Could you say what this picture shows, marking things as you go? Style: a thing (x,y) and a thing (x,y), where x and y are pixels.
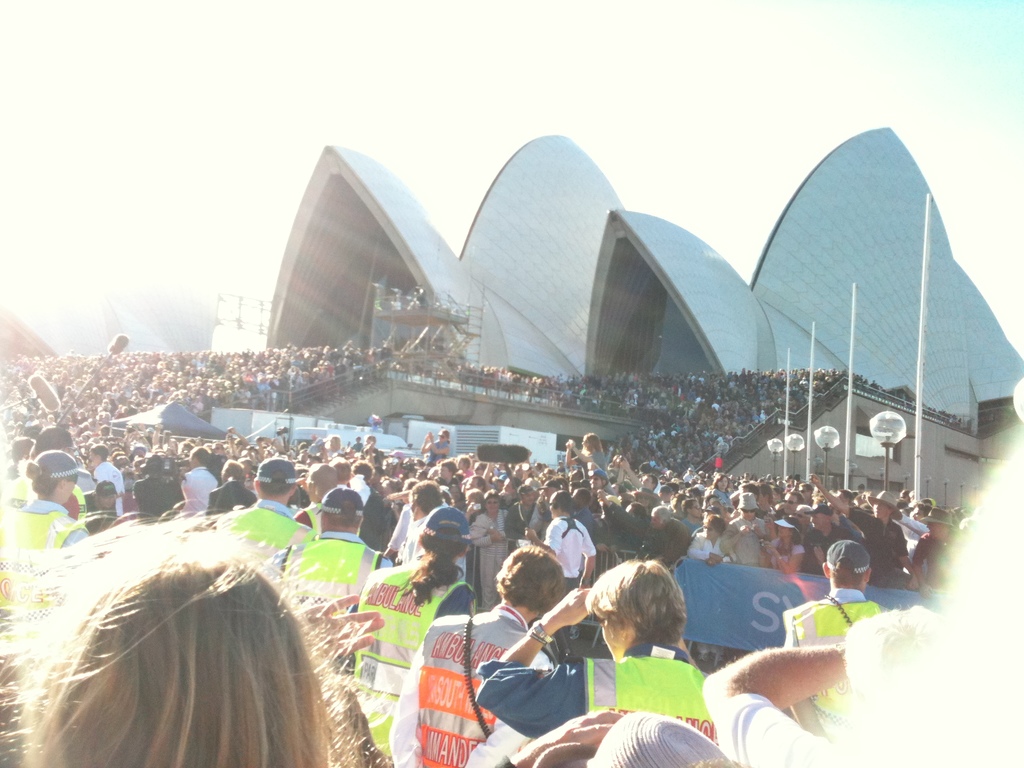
On the bottom of the image (569,670) we can see security persons (394,618). On the background (842,523) we can see crowd (608,377) who are standing on the steps (726,464). Here we can see a building (775,328). On the right (919,349) we can see poles (918,432) and lights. On the top (603,70) we can see sky (488,91) and clouds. On the left (56,440) we can see microphones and some peoples (261,445) are holding camera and mobile phones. On the bottom right (708,628) there is a banner (771,576).
